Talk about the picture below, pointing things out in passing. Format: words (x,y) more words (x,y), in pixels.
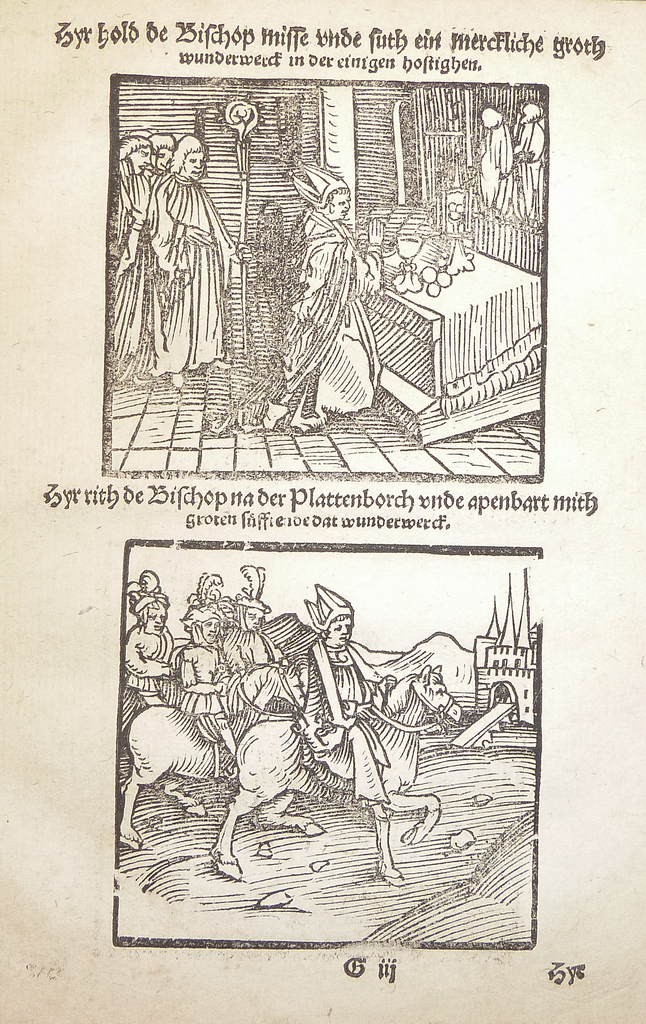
In the image we can see there is a poster (198,482) on which there is a cartoon sketch (295,262) of people (173,289) standing and a man (233,257) is holding stick (247,314) in his hand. There are food items (427,278) kept on the table (442,325) and there are people (374,740) sitting on the horses (229,705). Behind there is a building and the image is in black and white colour.
